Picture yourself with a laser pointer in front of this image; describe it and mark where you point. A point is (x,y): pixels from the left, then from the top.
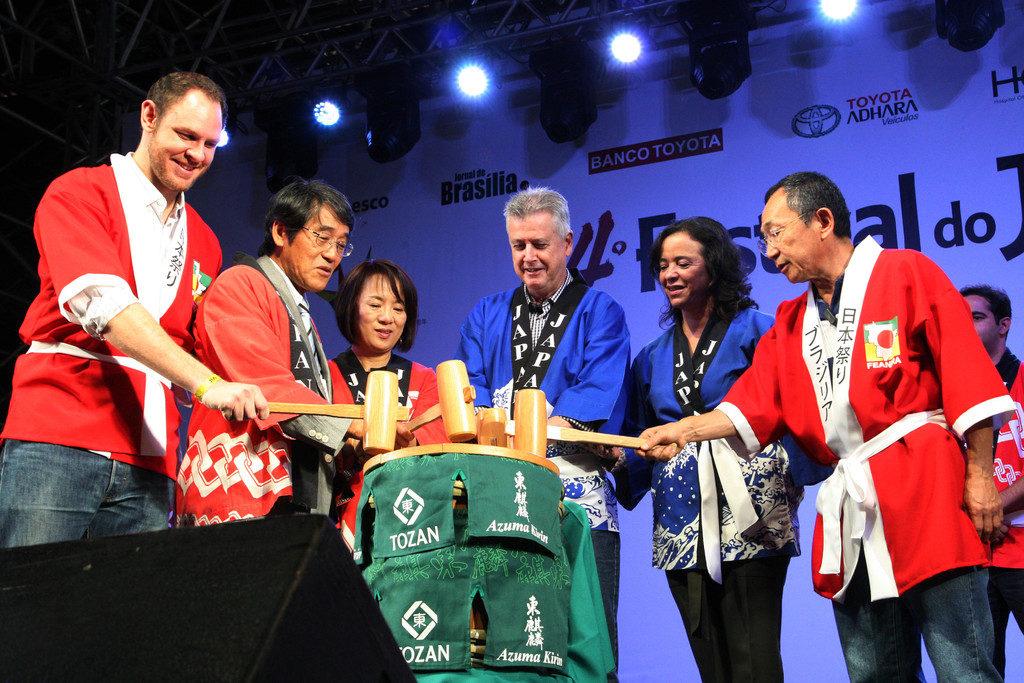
In this picture I can see there are a few people (423,396) standing in a group and they are holding hammers (459,429) and there is a banner (606,202) in the backdrop (571,188) and there is something written on it and there are lights (986,44) attached to the ceiling (423,35).
